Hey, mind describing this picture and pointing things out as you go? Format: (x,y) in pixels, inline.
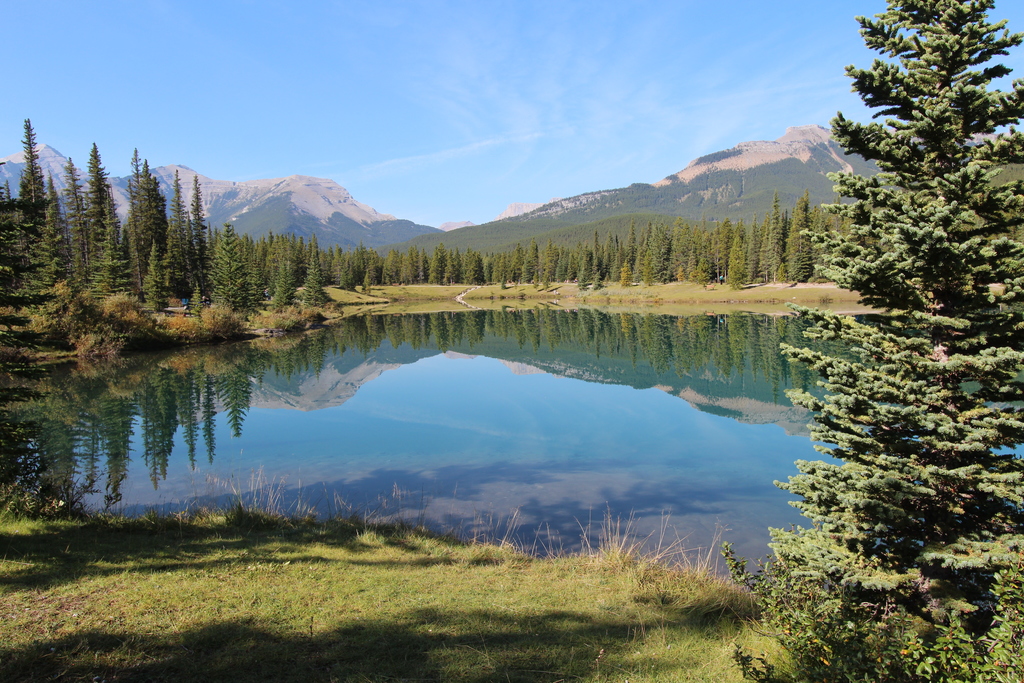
In this picture we can see water (597,533), grass (424,577), plants (91,320), and trees (777,245). In the background (524,207) we can see mountain (709,161) and sky (658,139).
